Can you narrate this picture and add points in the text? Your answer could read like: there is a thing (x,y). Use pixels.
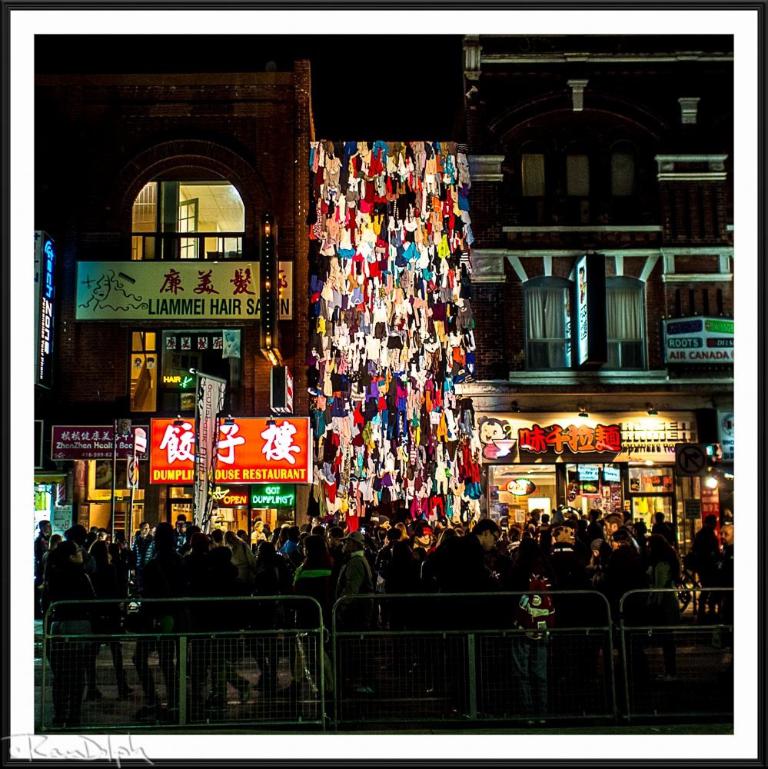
There is a fence (471,639) and a crowd (349,612) at the bottom of this image (322,623). We can see the buildings (87,405) in the background (131,413).
